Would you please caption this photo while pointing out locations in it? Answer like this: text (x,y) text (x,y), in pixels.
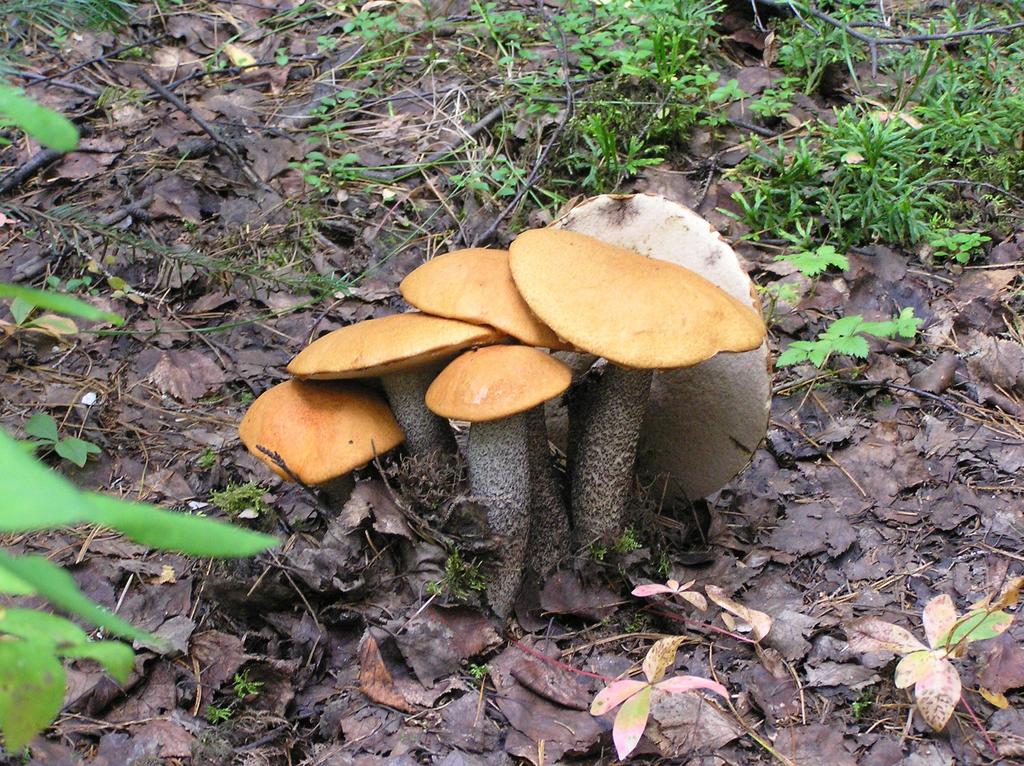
In the image there are mushrooms (637,419) on the land (802,461), covered with dry leaves (202,319) and small plants (789,171).
